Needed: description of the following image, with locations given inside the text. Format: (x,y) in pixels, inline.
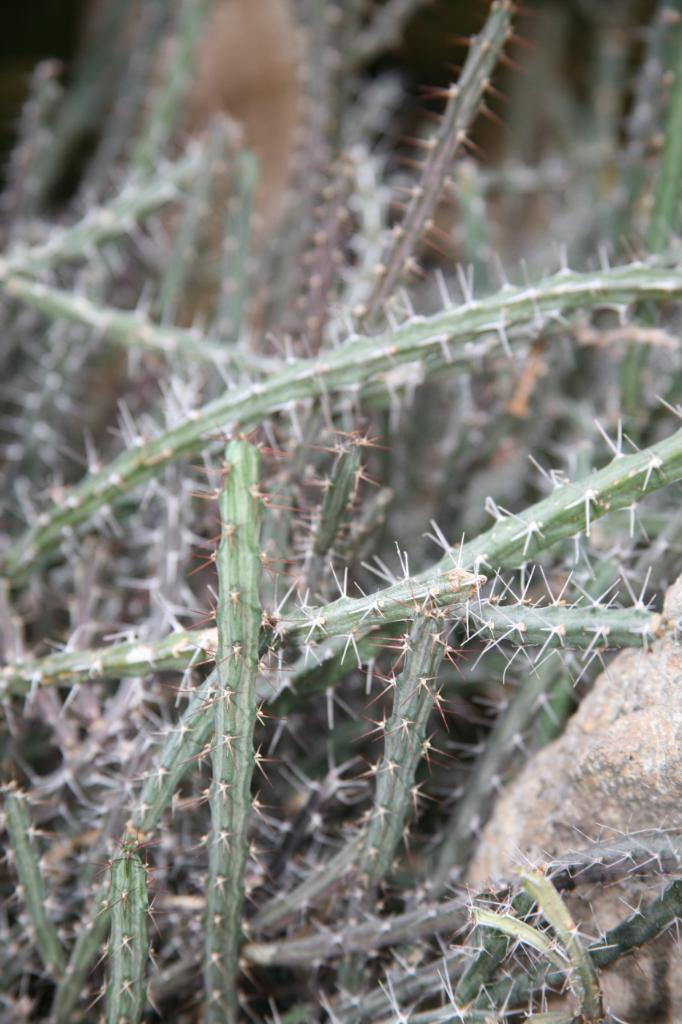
In the image there are cactus plants (266,676) with thorns (253,846). On the right side of the image (610,808) there is a stone (673,673) behind the plant (320,176).
